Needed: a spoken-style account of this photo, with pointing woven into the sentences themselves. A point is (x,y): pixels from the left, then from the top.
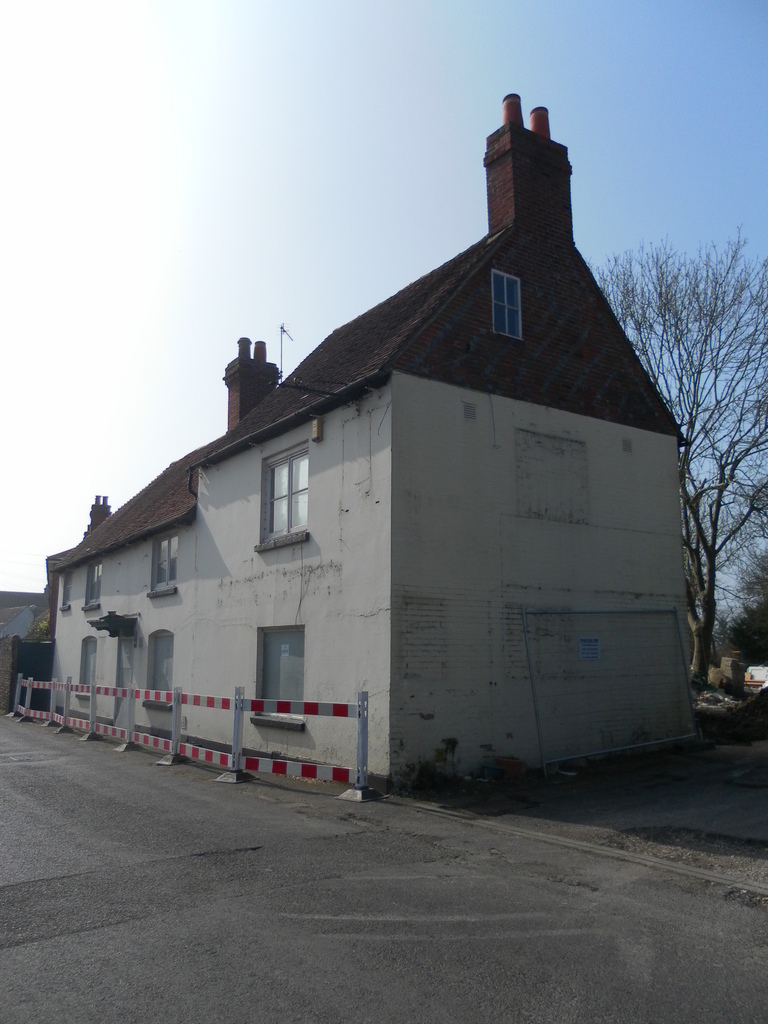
In this image we can see a building (243,572), windows (297,511) and the road (269,826). We can see the dried trees (706,356), metal fencing (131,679) and the sky (195,164).
